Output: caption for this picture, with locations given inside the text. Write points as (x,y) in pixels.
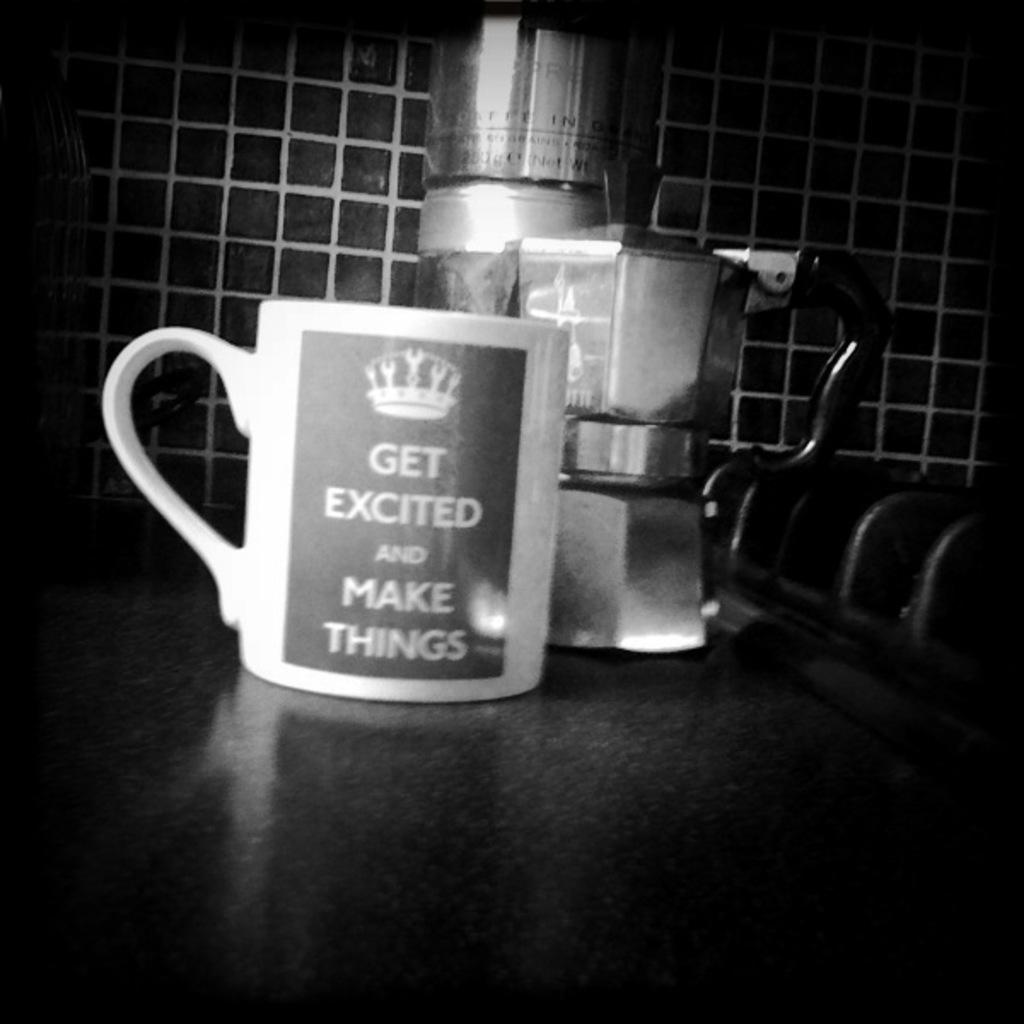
In the image we can see there is a cup (381,549) and behind it there is a coffee tin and a coffee maker (665,294) and the image is in black and white colour. On the cup (344,507) it's written "Get Excited and Make Things".
